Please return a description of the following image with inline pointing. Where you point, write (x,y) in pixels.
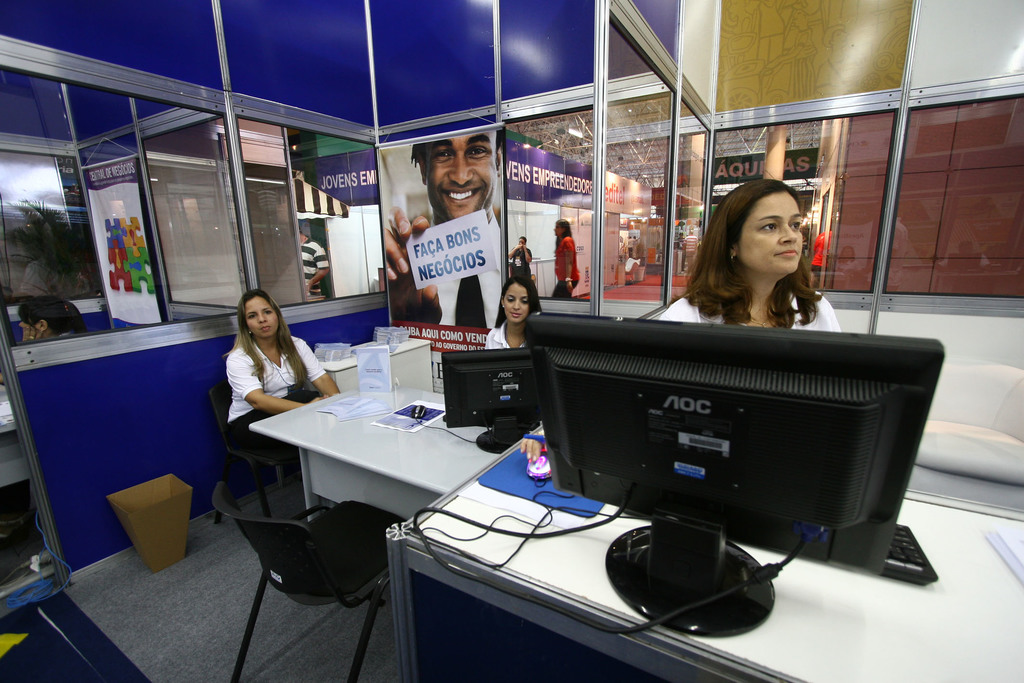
In this image we can see three women (810,319) sitting in front of a white table (432,483) and on the table (476,438) we can see the monitors (631,411) and also a mouse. In the background (261,196) we can see the glass windows (291,172). We can also see the images (447,144) of a person (442,178) with text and behind the glass window (508,258) we can see some other persons (60,309). Floor (131,629) is also visible.
